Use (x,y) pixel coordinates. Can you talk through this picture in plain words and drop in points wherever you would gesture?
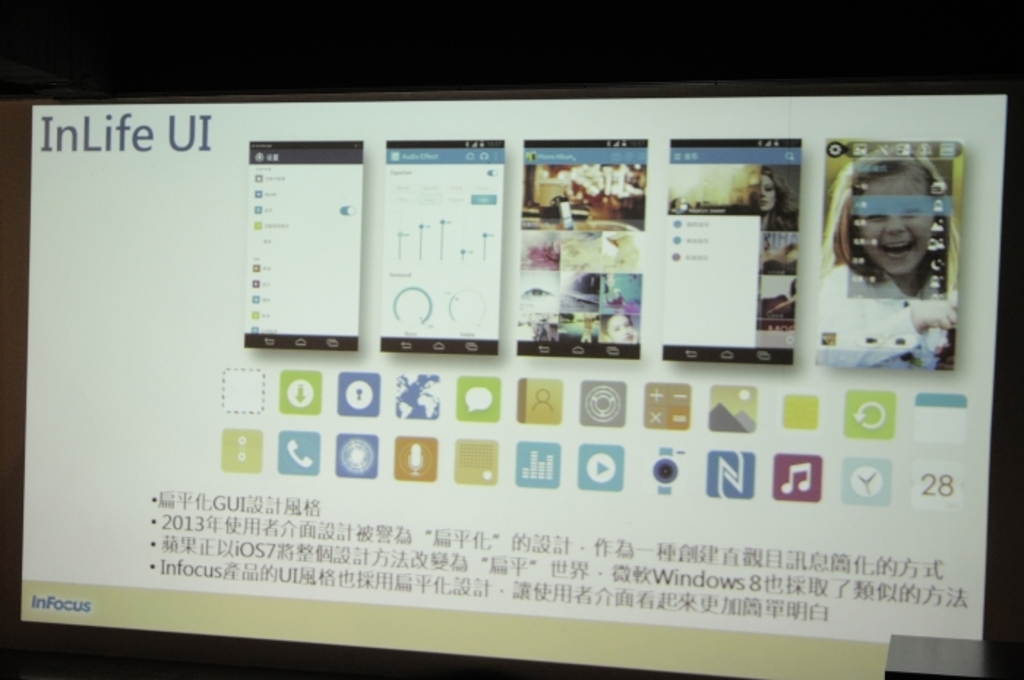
In this image, we can see a screen (475,570). Here we can see mobile screenshots (562,293), some icons (879,435), text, images (910,304).
